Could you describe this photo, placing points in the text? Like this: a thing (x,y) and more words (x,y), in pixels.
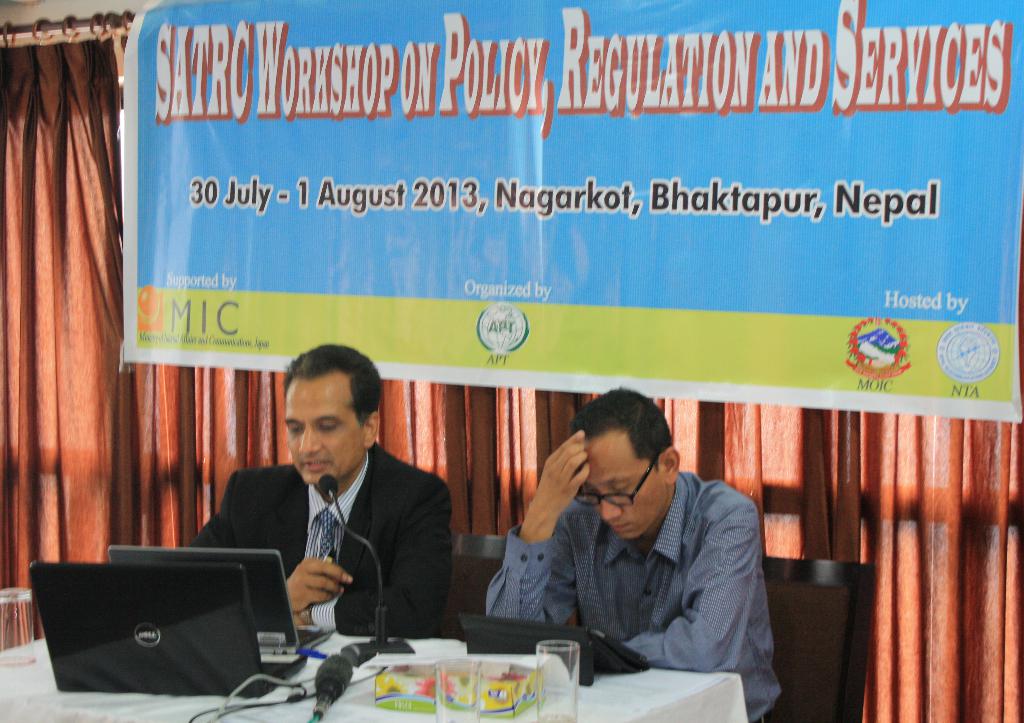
As we can see in the image there is a curtain (65,230), banner (512,186), two persons (541,517) sitting on chairs (824,611). On table (651,705) there is a glass (552,690), book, laptops (216,599) and a mike (383,602).
